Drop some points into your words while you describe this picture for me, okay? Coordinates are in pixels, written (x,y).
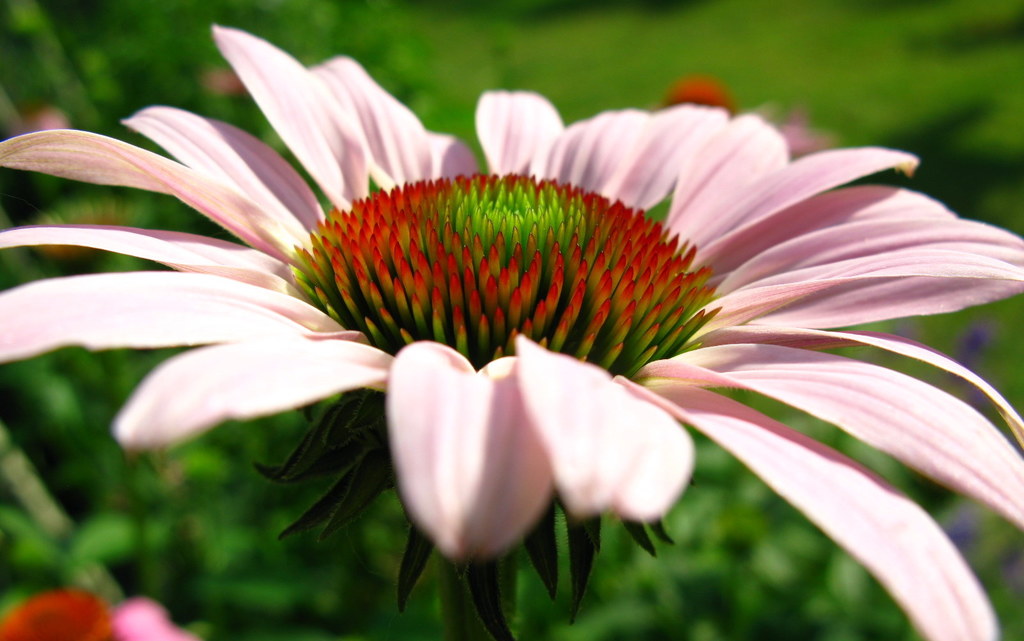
In this picture we can see flowers (823,139) of different colors and in the background (883,45) we can see grass (517,38) and it is blurry.
